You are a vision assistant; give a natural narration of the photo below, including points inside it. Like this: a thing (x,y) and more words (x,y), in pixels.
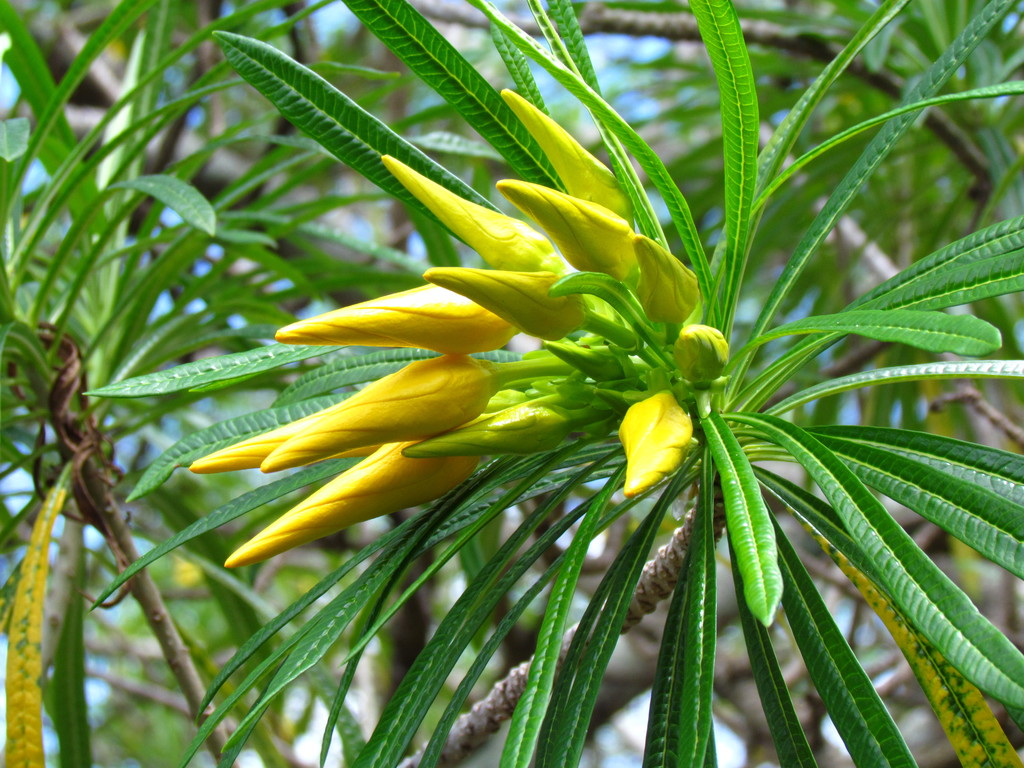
In this image, we can see some leaves (540,633) and buds (446,294).
